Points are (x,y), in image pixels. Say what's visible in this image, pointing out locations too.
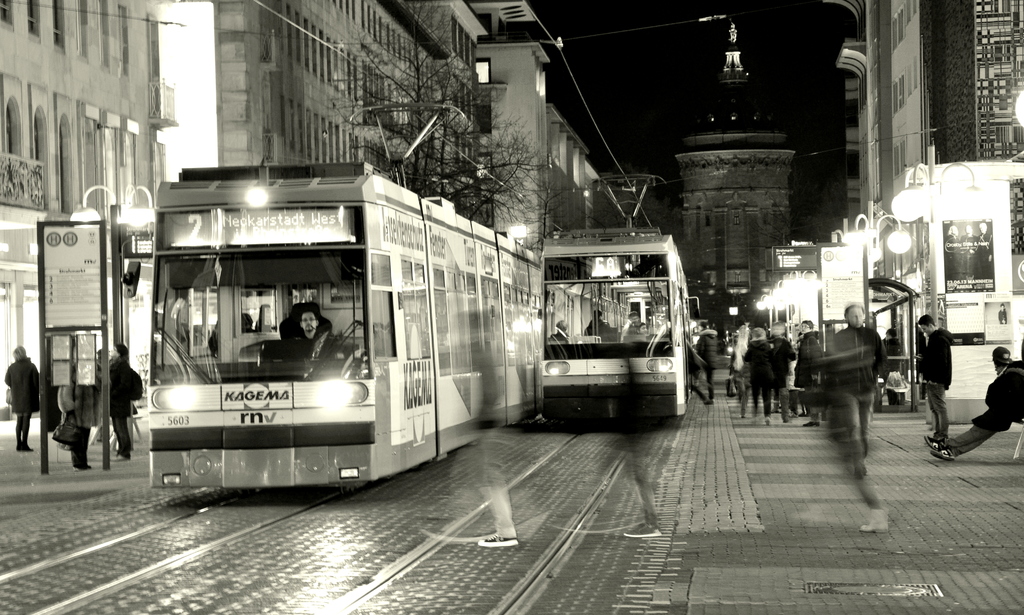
In this image I can see the ground (808,531), few tracks (551,541) on the ground (238,530), few trains (631,347), few persons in the trains (400,233), few persons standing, few trees (432,191), few poles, few lights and few buildings (239,82) on both sides of the ground (709,457). In the background (645,78) I can see the dark sky (701,70).
